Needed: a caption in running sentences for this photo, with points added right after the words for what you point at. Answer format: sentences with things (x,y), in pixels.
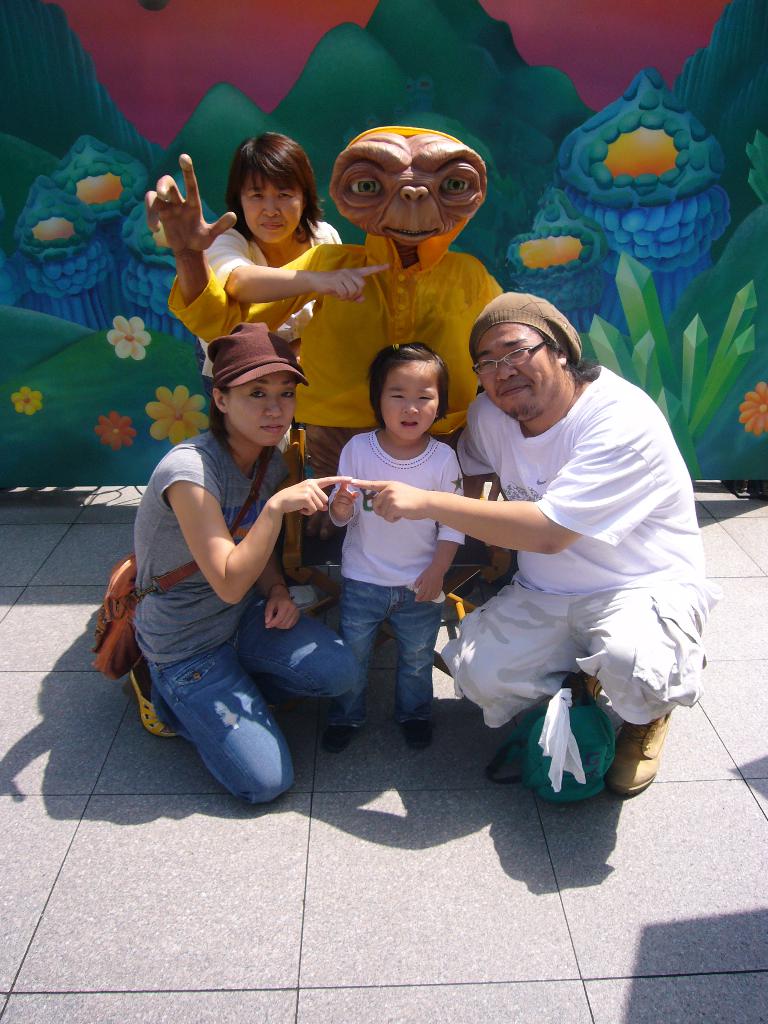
In this picture we can see a statue (397,313) and four people (426,390) on the ground (303,734). In the background (134,126) we can see painting (583,199) on the wall (120,260).
